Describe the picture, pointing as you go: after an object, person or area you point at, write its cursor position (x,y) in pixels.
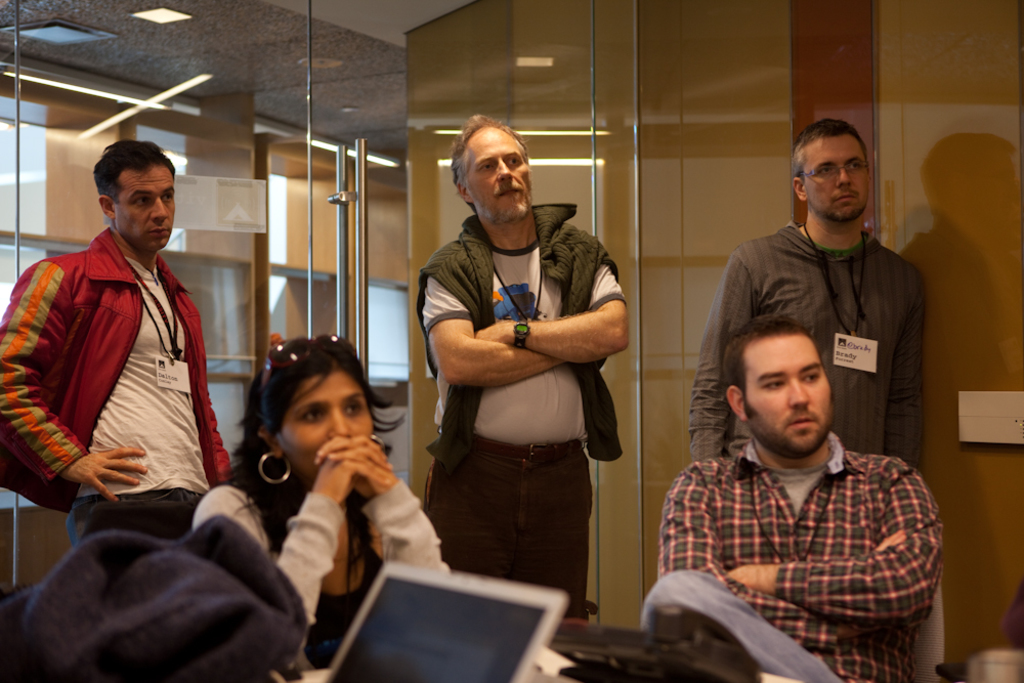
In this picture we can see few people (471,424), in front of them we can see a laptop (514,632) and a telephone (600,633), in the background (601,502) we can see few glasses (392,196) and lights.
